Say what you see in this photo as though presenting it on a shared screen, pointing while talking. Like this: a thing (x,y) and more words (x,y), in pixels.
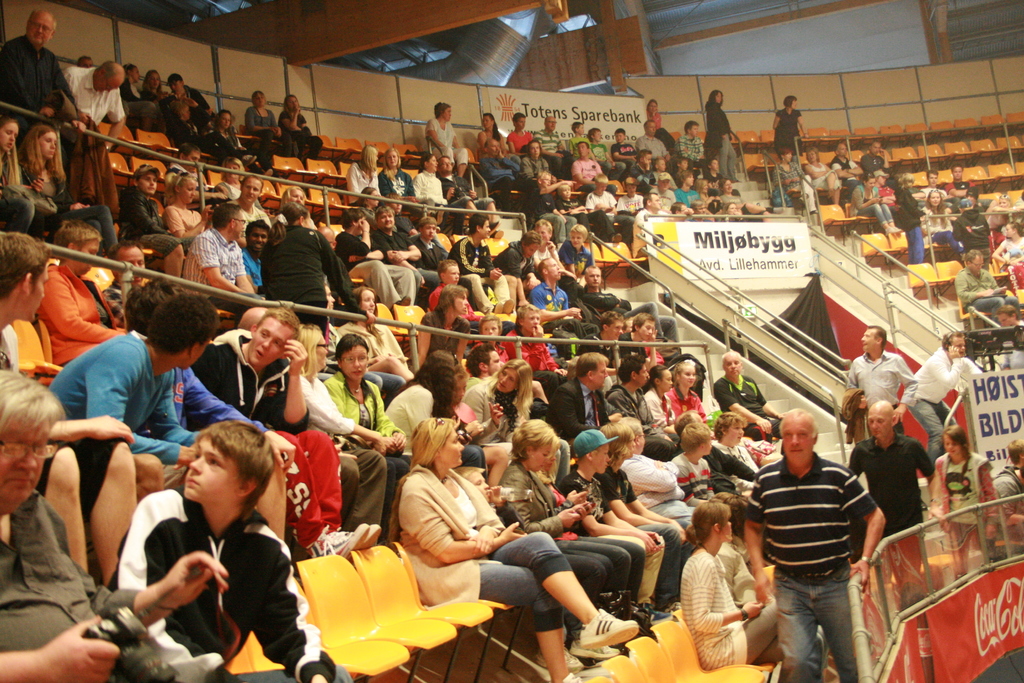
In this image there are people (453,432), chairs (153,163), railings (207,165), steps (647,284), hoardings (994,455) and objects (464,77). Among them few people (916,409) are standing. Something is written on the hoardings (1001,467).
